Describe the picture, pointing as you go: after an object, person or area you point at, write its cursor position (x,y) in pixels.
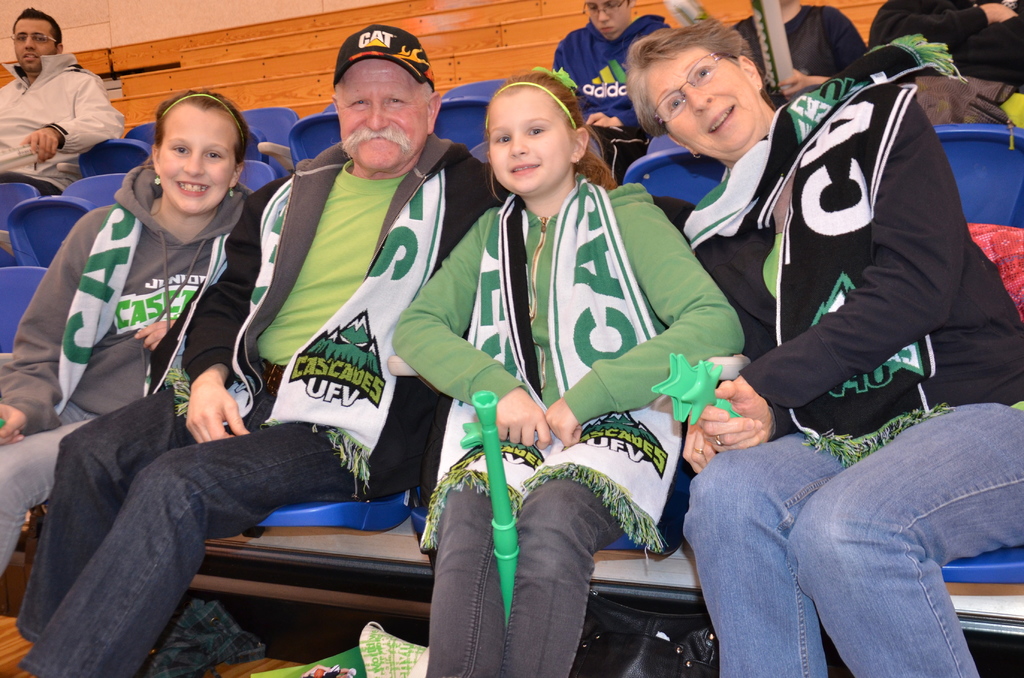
In this image we can see the person (92,129) sitting on the chairs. In the background (485,27) there are stairs (272,30).
